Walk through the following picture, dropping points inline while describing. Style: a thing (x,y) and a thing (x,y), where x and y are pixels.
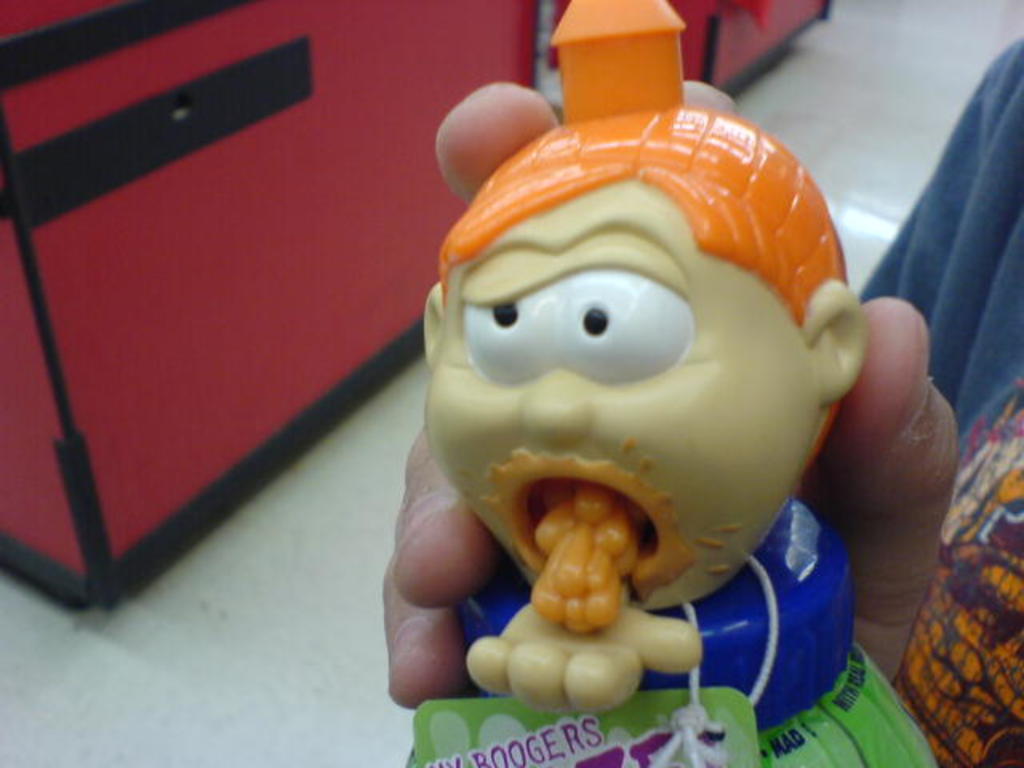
In this picture we can see a orange and yellow color toy (682,339) holding by a person (928,484) in the hand (892,616). Behind we can see two red color boxes (334,304) placed on the floor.
